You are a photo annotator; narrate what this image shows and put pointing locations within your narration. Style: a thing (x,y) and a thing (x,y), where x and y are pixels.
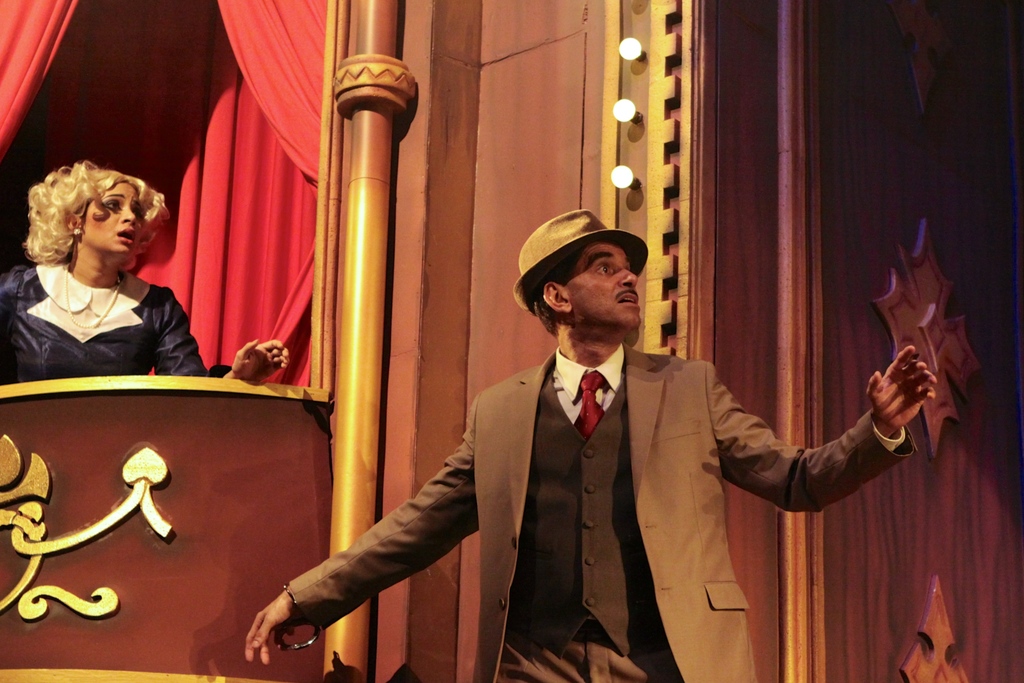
In the foreground (302,631), I can see two persons (440,546) on the stage (250,521). In the background (437,584), I can see curtains (271,127), in wall (484,201), lights (631,183) and some objects (668,17). This image taken, maybe during night.
